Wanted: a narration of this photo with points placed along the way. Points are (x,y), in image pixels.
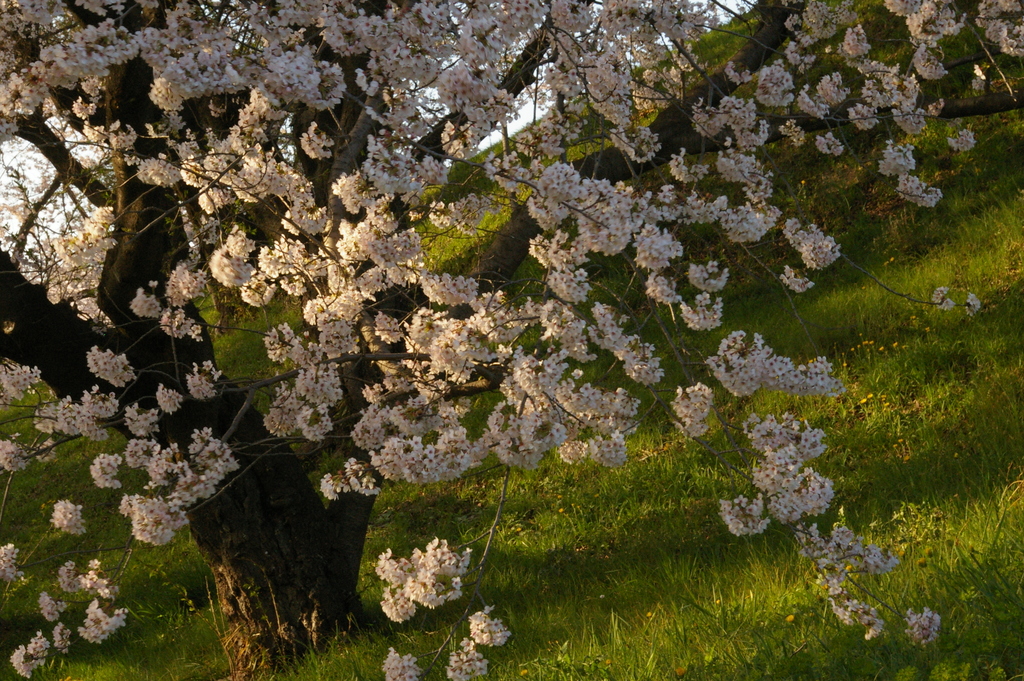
In the image there is flower tree (211,529) on the grassland (678,536) and at the back (521,125) its sky (523,125).
